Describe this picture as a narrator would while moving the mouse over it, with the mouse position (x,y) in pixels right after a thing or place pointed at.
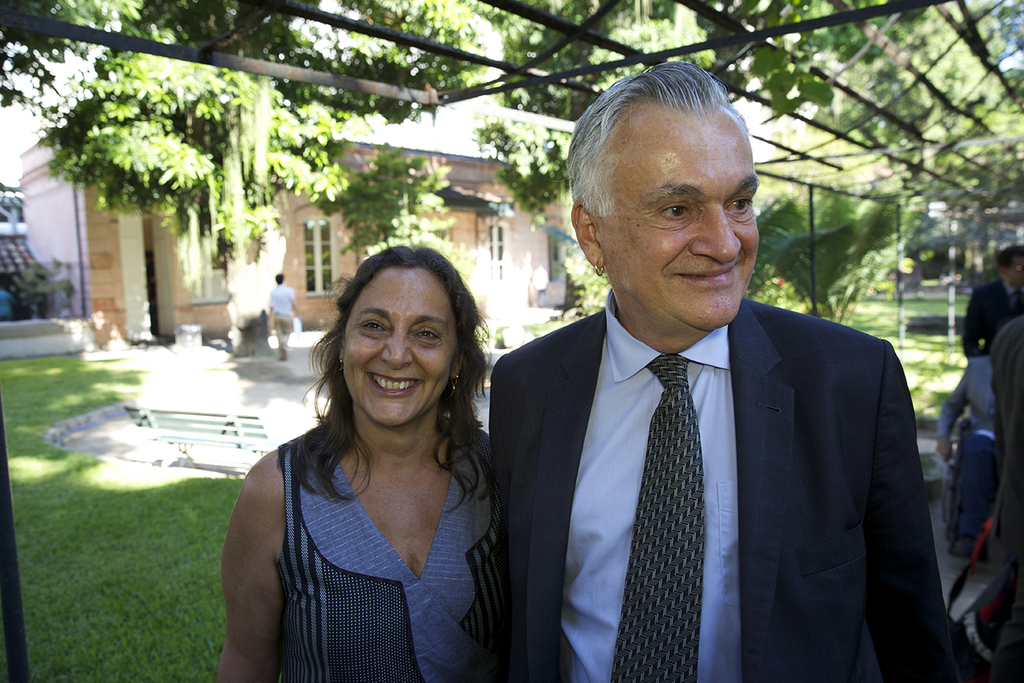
In this picture we can see two people (527,441) smiling. In the background (177,416) we can see a bench (145,416) on the ground (119,449), grass (178,548), some people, trees (145,197), poles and some objects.
